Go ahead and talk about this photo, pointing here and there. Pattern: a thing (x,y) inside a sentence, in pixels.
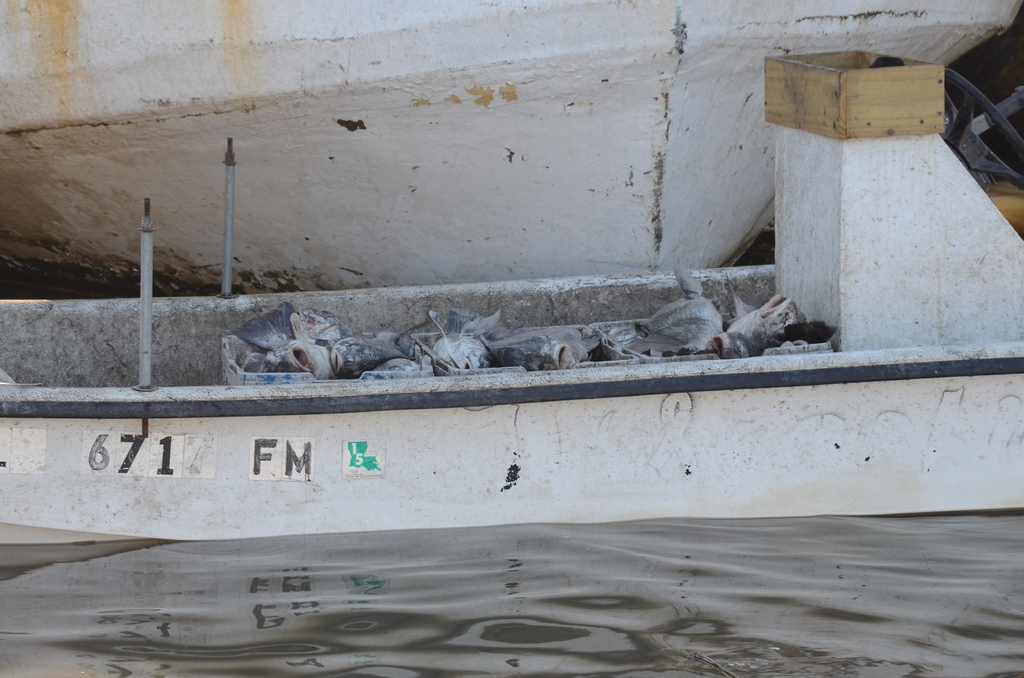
In this picture we can see a boat (517,483) on the water (503,640). Here we can see some fish (466,345) in crates (283,375). On the top (608,88) we can see another boat (641,44).
